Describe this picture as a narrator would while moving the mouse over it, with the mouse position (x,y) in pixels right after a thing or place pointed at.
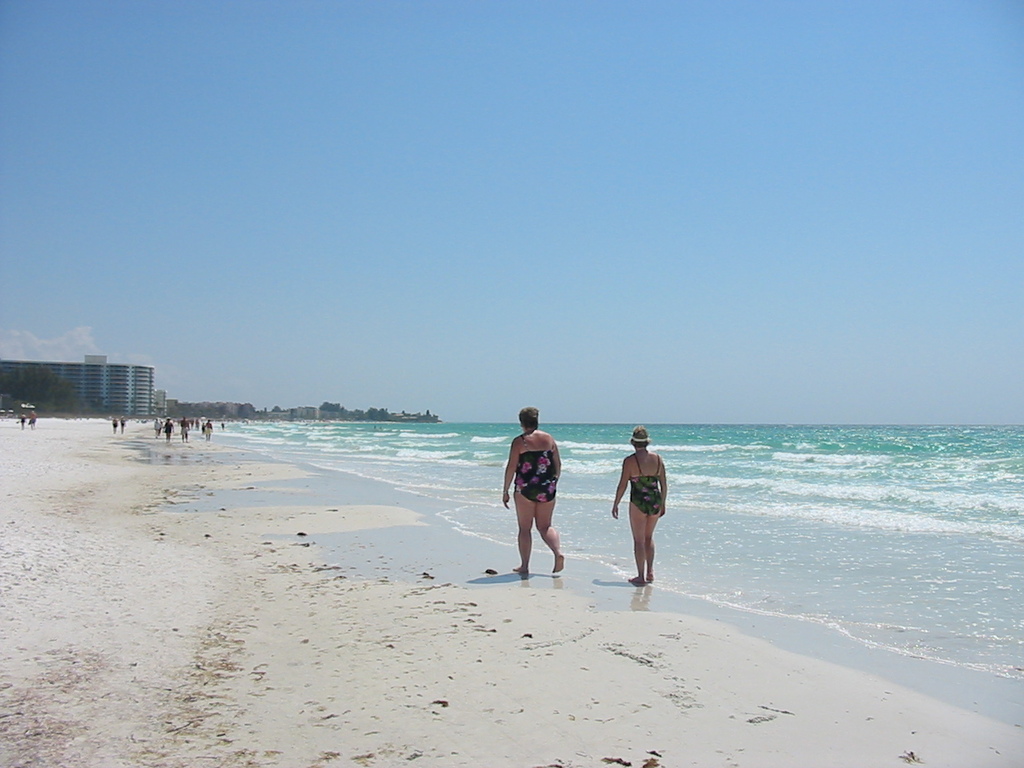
This image is clicked at a beach (532,663). There are people (548,520) walking on the beach (568,633). In the foreground (594,511) there are two women (636,548) walking on the shore (585,573). Behind them there is water (799,481). In the background (150,406) there are buildings (69,363) and trees (366,410). At the top (569,166) there is the sky (551,188).
